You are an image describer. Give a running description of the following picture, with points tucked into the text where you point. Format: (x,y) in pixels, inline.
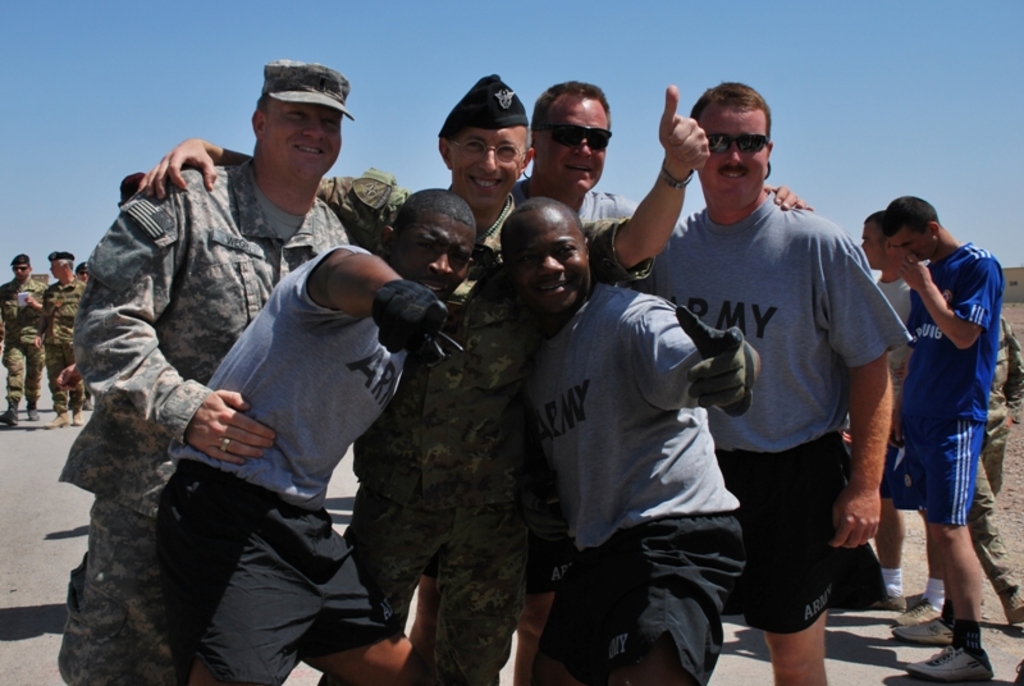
In this picture we can see some people (639,311) standing and smiling in the front (580,303), in the background (31,340) there are some people (943,341) walking, a man (209,299) on the left side (312,125) wore a cap (330,108), we can see the sky (418,38) at the top of the picture (411,36).
